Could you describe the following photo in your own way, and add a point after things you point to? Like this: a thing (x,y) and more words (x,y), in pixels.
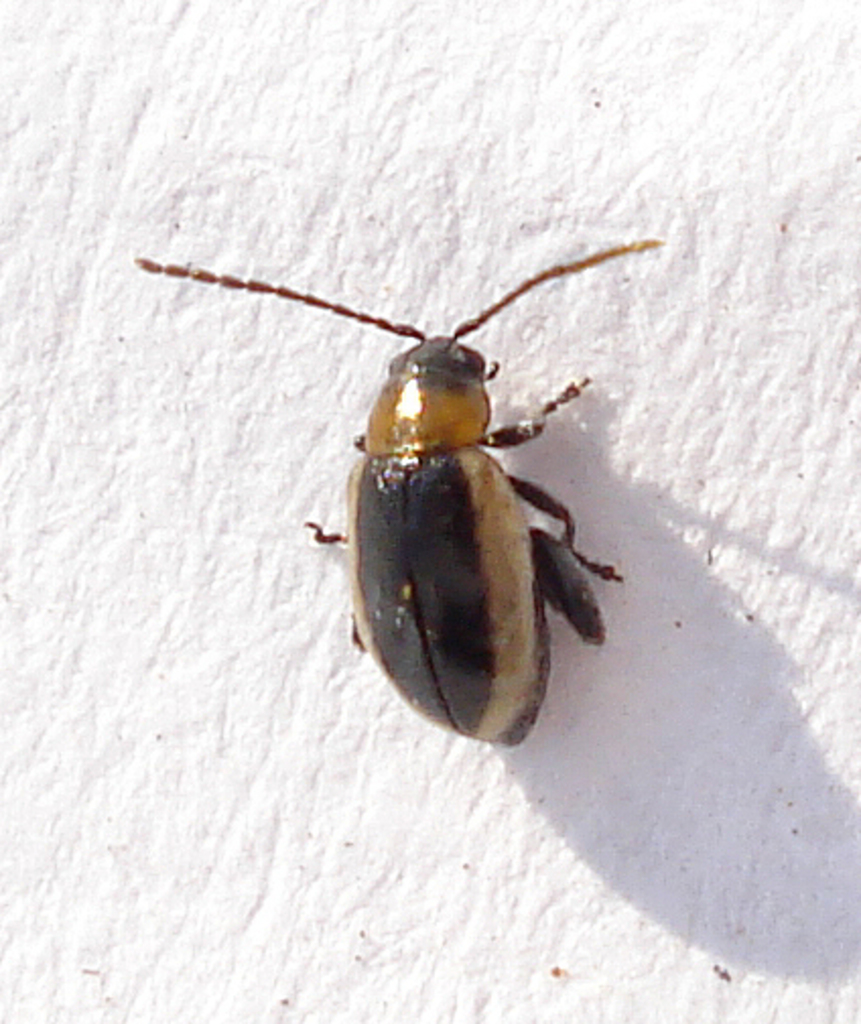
In this picture I can see there is an insect (398,641) and it has legs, body (463,589) and there is a white surface (289,383) in the backdrop (642,909).
